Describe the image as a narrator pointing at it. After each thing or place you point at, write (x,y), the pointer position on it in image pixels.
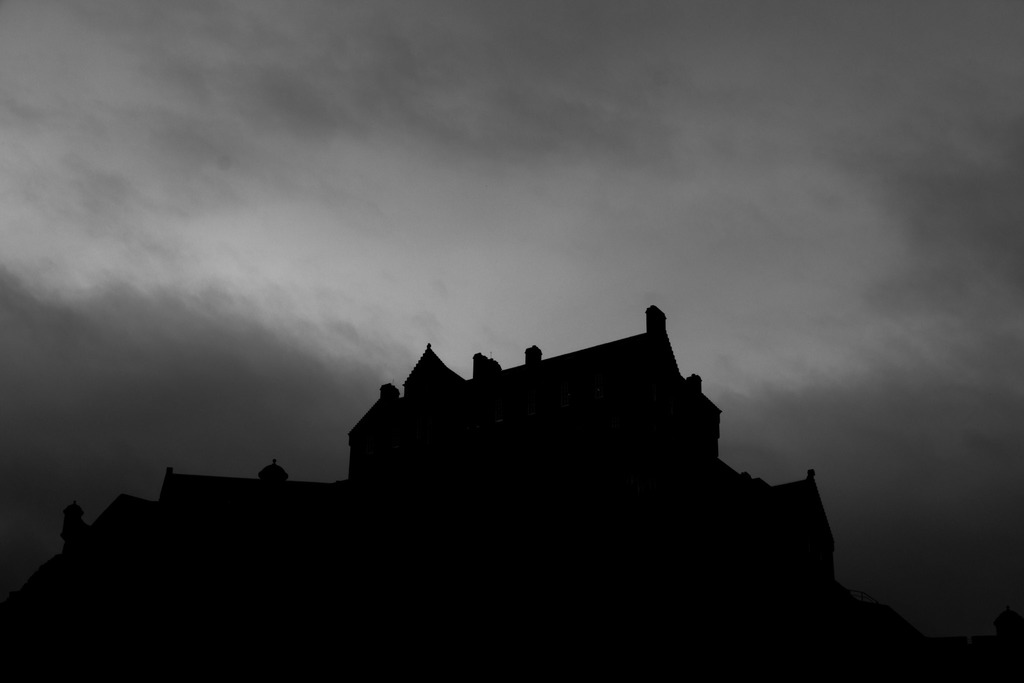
This is a black and white image. At the bottom (457,495), I can see a building (476,498) in the dark. At the top of the image (596,136) I can see the sky (193,192).
